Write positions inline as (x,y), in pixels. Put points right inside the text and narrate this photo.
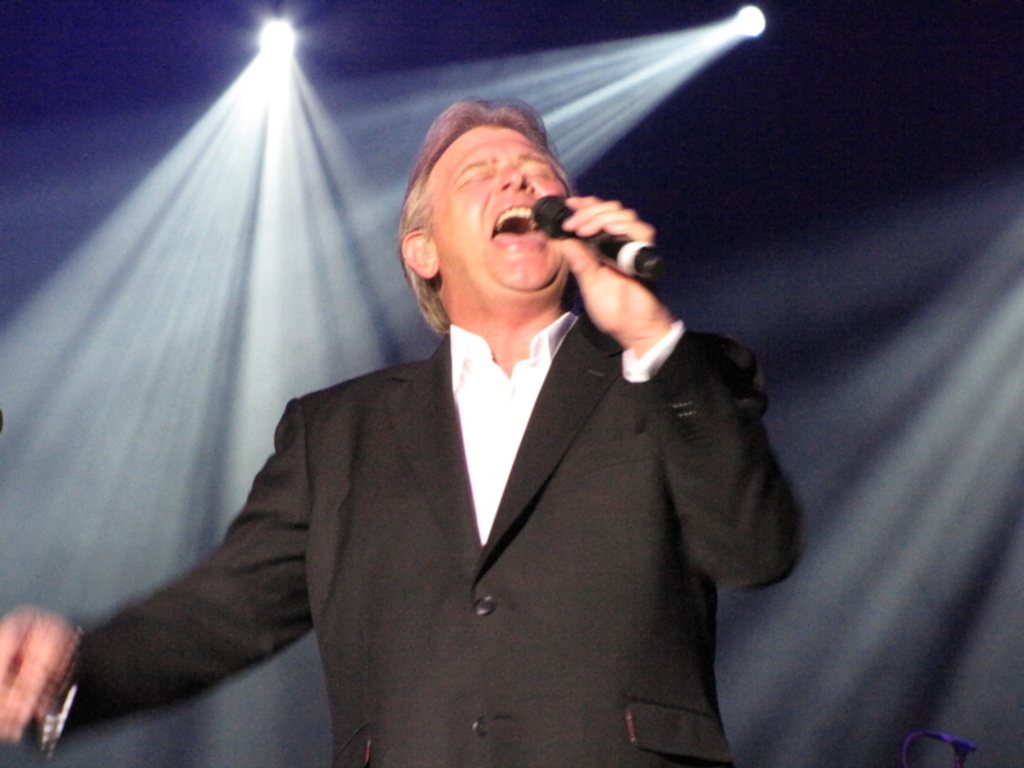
This picture is mainly highlighted with a man (537,451) holding a mike (626,262) in his hand (588,255) and singing. These are lights (657,45).
